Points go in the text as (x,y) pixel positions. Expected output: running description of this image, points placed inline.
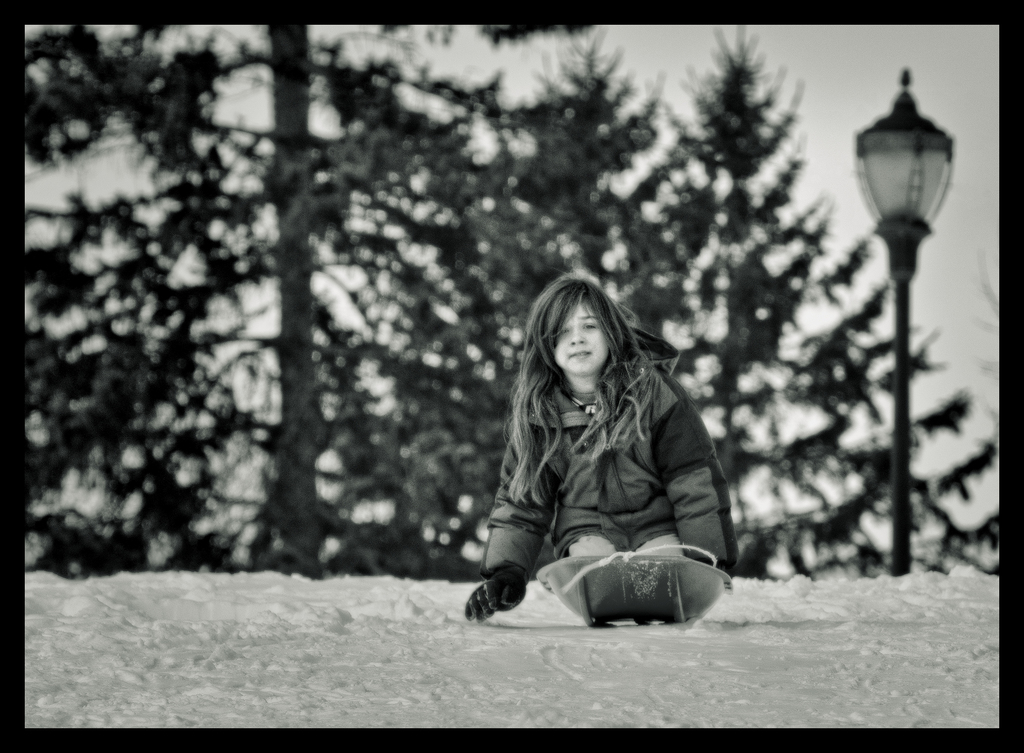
In the center of the image (509,424), we can see a child (633,475) and there is a container (620,601). In the background (556,198), there are trees (585,158) and there is a light (908,264) and at the bottom (340,654), there is snow (309,635).
